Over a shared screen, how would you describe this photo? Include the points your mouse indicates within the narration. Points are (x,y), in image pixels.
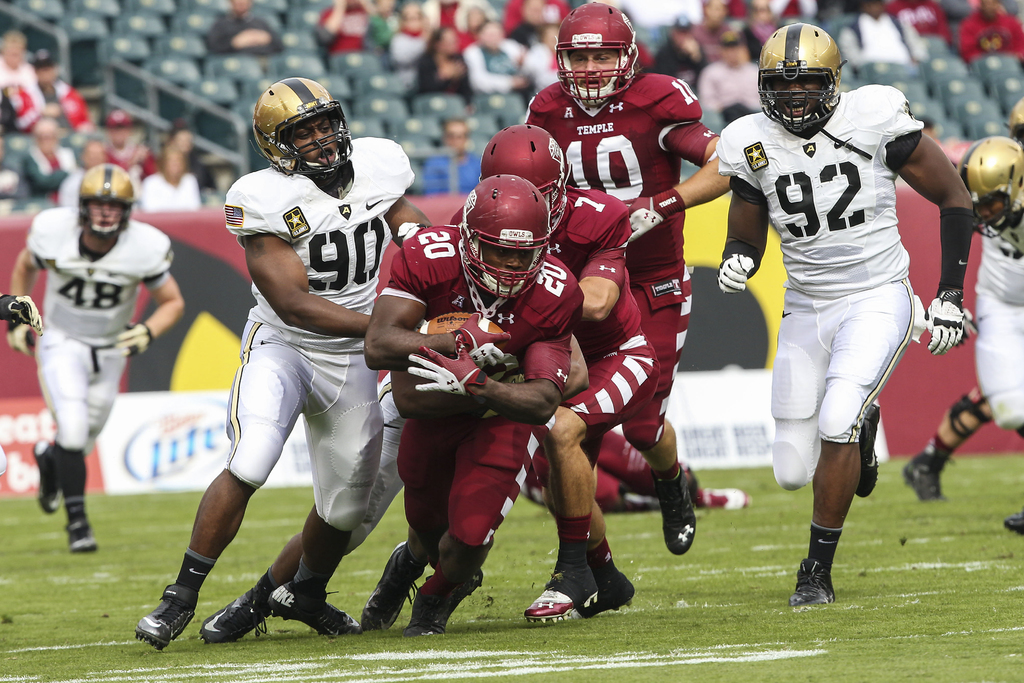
In the picture we can see these three people (502,179) wearing maroon color dresses (582,394), helmets (487,172), socks (439,591) and shoes (666,538) and these people (76,318) wearing white color dresses (1023,310), helmets (967,177) and shoes (290,612) are playing on the ground (968,582). Here I can see this person (435,416) is holding the ball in his hands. The background of the image (12,52) is blurred, where they can see the boards (774,285) and people (715,96) sitting in the stadium (481,112).
